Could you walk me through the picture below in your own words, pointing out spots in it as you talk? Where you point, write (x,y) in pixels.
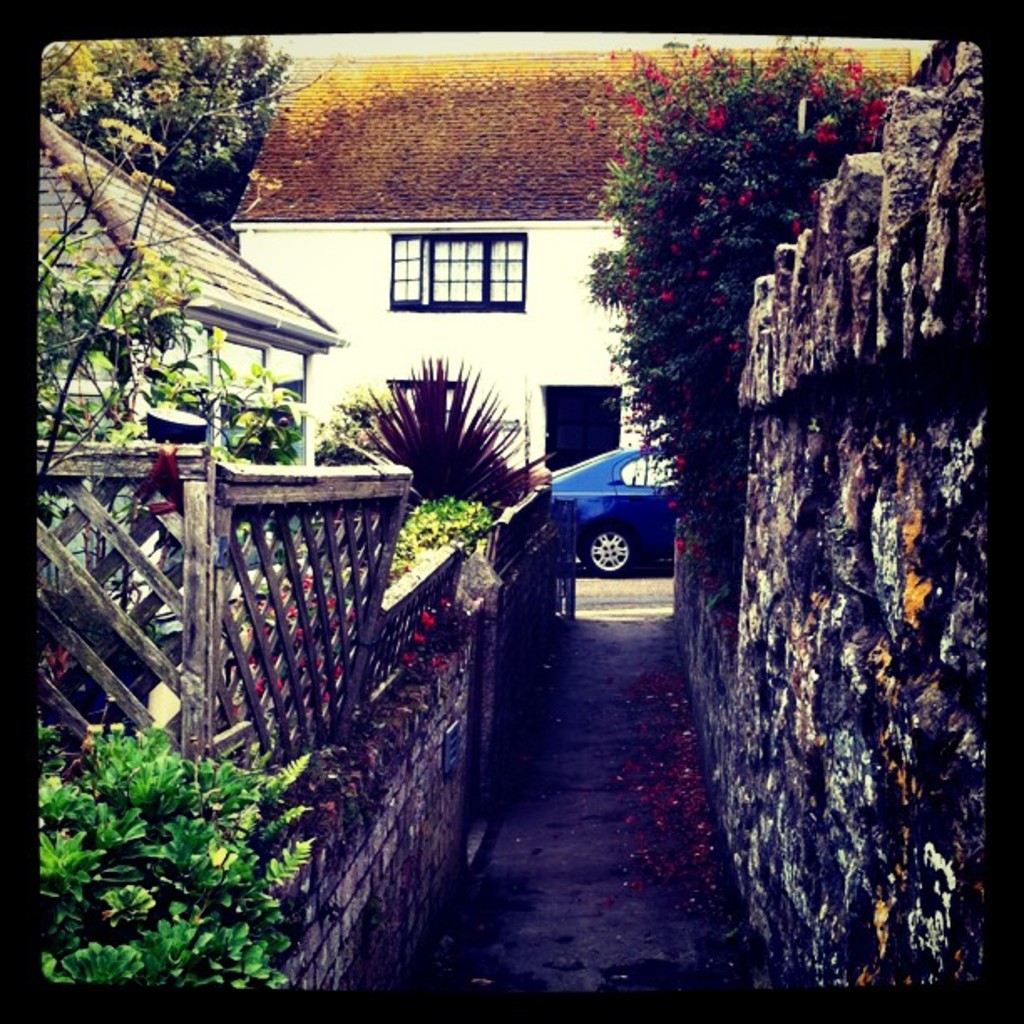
In this image we can see the houses (535,464), there are some plants (65,950), trees (686,205), flowers (421,641), wooden fence (243,583) and a vehicle (618,523), also we can see the wall (799,563).
